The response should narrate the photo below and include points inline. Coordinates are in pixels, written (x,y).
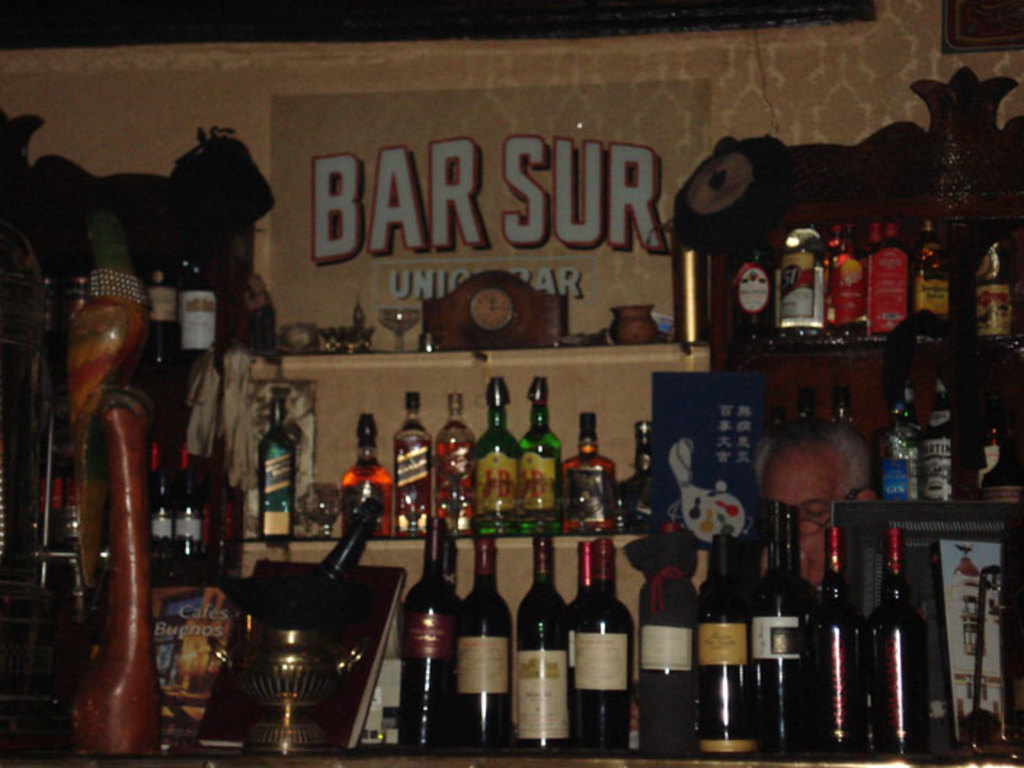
Here is a wine bottles (600,617) and beer bottles (537,502) placed in the rack (528,533). This looks like a poster (586,180) attached to the wall (712,110). I can see a man (812,520) here. At the left side (92,737) I can see some wooden object (148,551).
